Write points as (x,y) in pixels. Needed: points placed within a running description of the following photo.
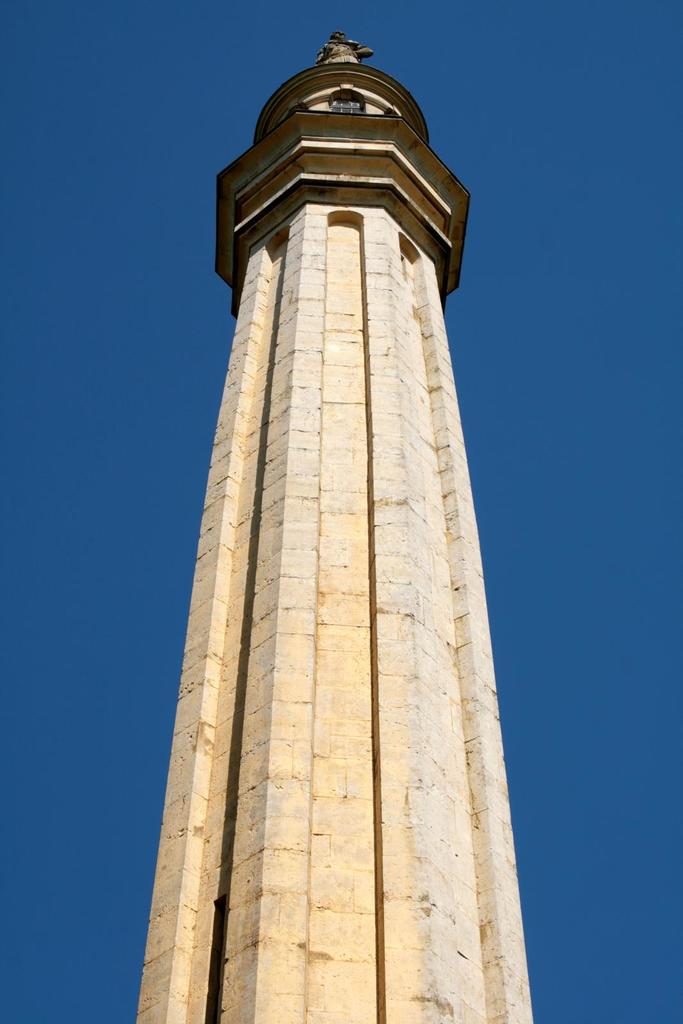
In this image we can see a tower (273,697). In the background (625,799), we can see the sky (616,390).
